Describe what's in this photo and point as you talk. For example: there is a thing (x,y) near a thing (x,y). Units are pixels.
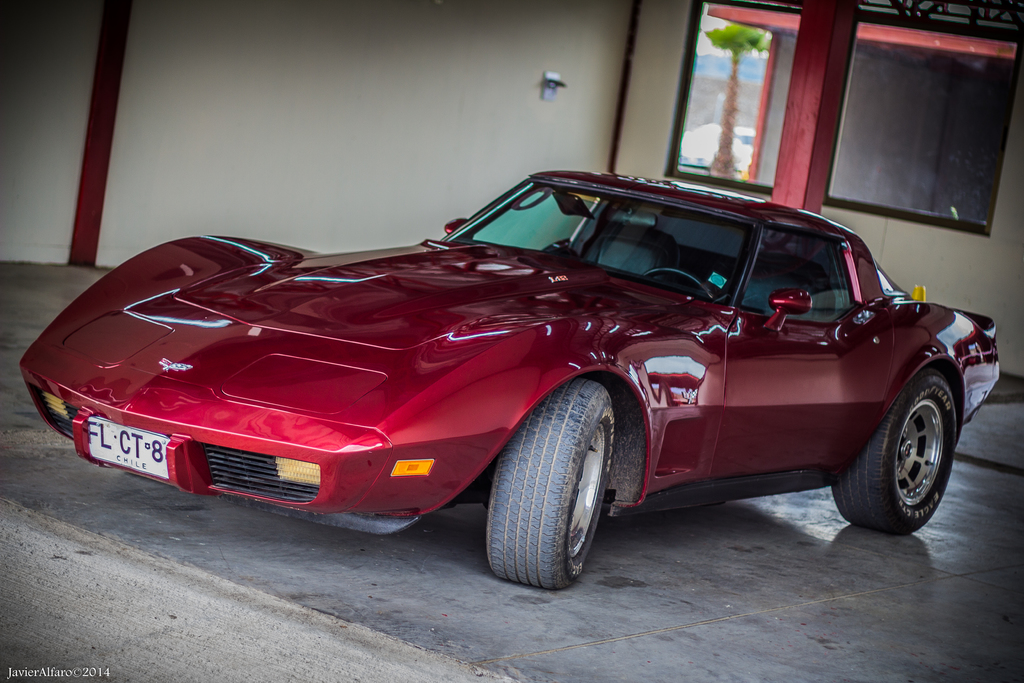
This picture seems to be clicked inside. In the center (366,427) there is a red color car (536,396) parked on the ground (668,615). In the background (631,111) we can see the wall (435,48) and windows (938,150) and through the window (745,98) we can see the tree (736,71). At the bottom left corner (54,673) there is a text (77,674) on the image.
